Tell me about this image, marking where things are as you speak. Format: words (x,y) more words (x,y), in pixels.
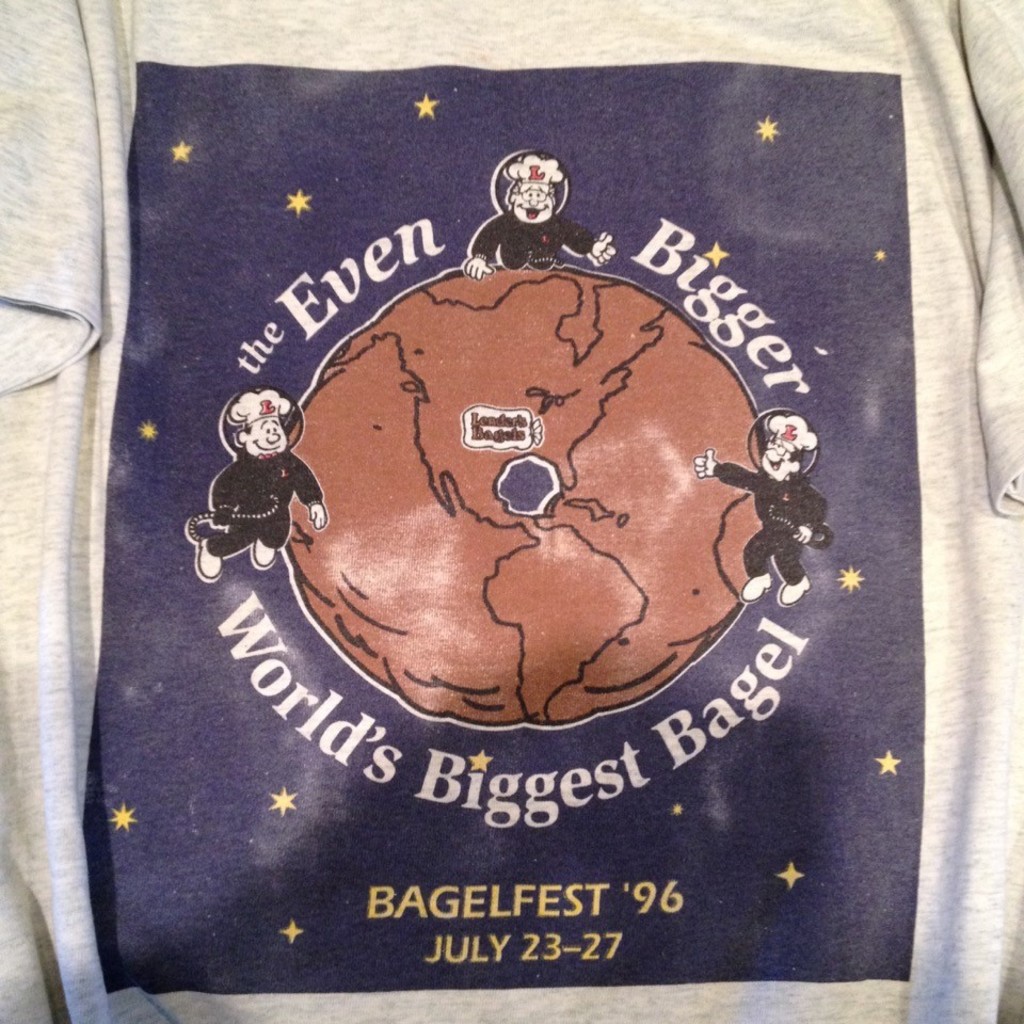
This image consists of a T-shirt (636,615). It is in ash color.
